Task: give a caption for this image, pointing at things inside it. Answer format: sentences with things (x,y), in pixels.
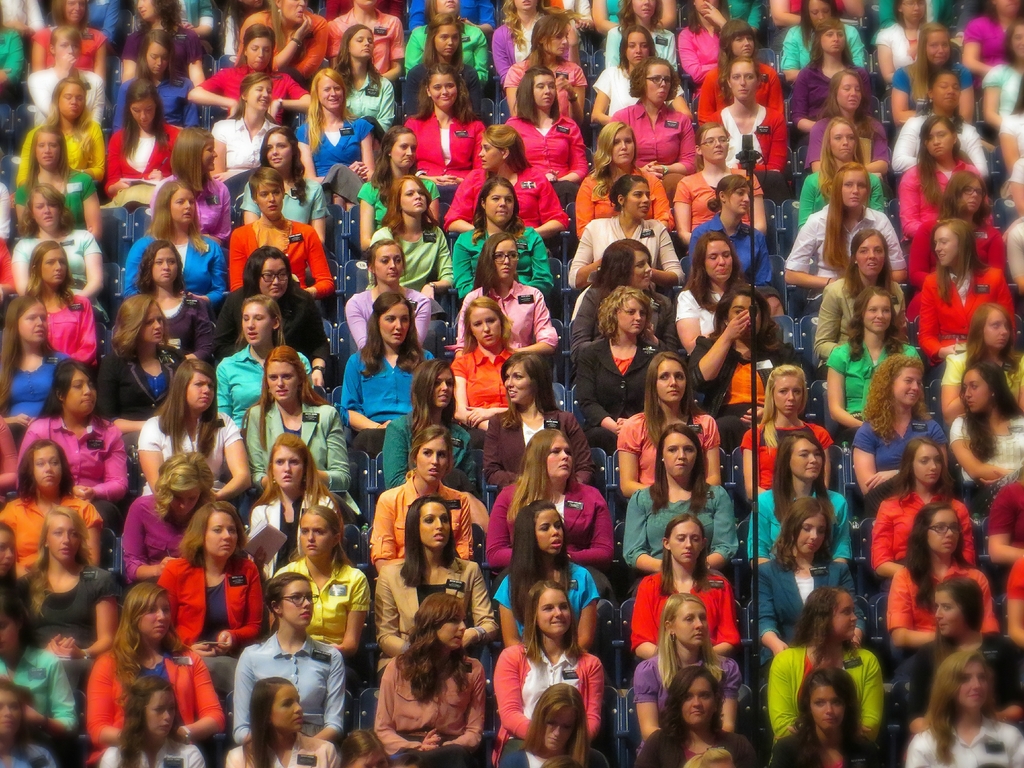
In this picture there are girls (632,232) around the area of the image, those who are sitting on the chairs (345,544).
